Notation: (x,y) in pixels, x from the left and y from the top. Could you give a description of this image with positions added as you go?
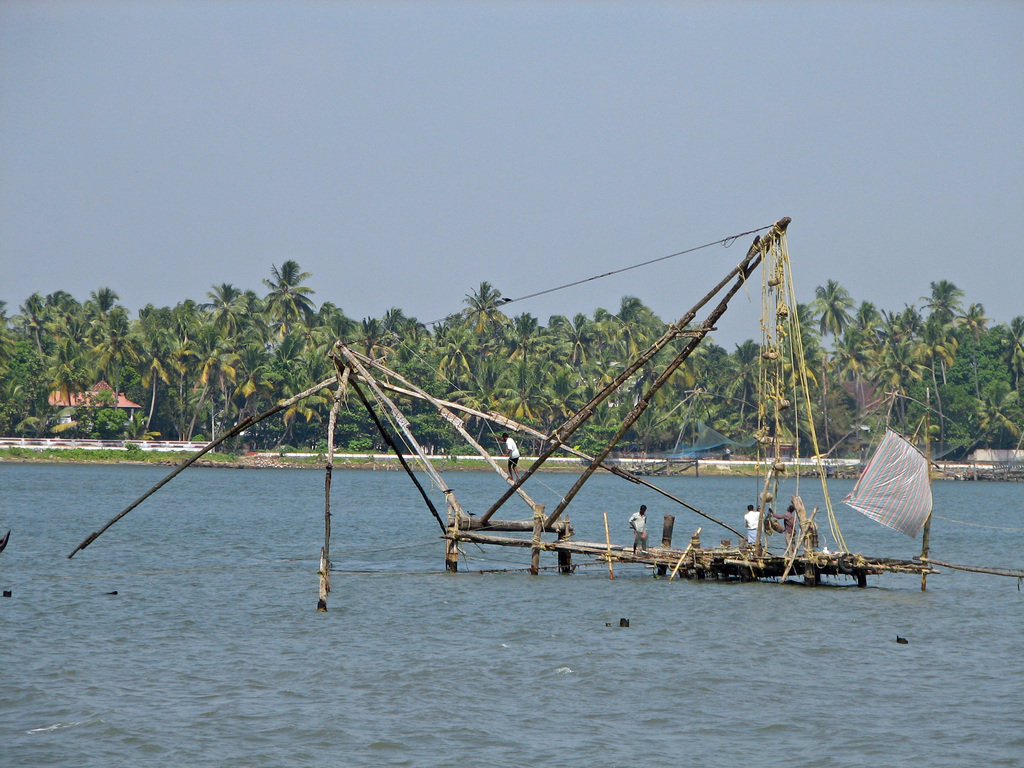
There are persons (787,524) on the woods (801,508), which are arranged in the water (525,576), fishing. In the background (965,436), there is a shelter (114,396), there are trees (961,346) and there is blue sky (485,107).
